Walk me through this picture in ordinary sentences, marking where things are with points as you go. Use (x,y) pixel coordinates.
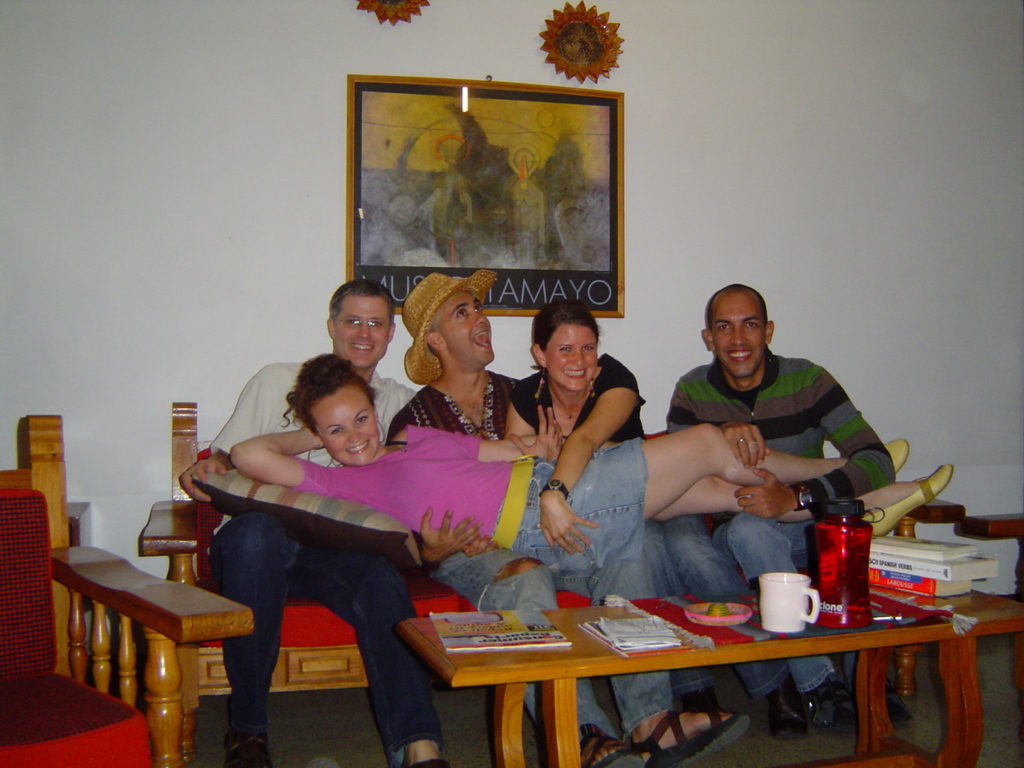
In this image, In the middle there is a table (826,637) which is in yellow color, On that table (722,649) there is a cup (772,626) which is in white color and there is a bottle (843,596) which is in red color, There are some books (597,631) kept on the table (695,652), There are some people (701,691) sitting on the sofa (182,551) which is in red color, In the background (131,264) there is a wall (165,480) in white color on that there is a picture (472,180) pasted in yellow color.
